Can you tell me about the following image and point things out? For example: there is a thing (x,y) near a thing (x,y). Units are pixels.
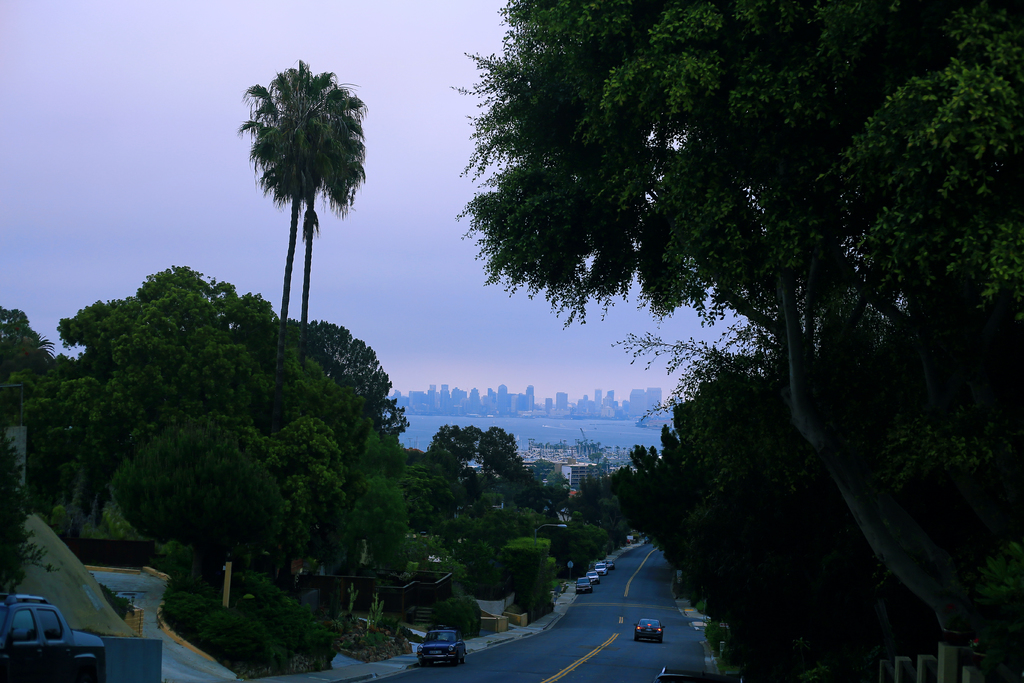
In the image there is a road (588,625) and there are many vehicles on the road (480,671), around the road (569,618) there are many trees (174,398), in the background (598,426) there is a water surface (551,423) and around the water surface (536,430) there are many buildings (529,408).
